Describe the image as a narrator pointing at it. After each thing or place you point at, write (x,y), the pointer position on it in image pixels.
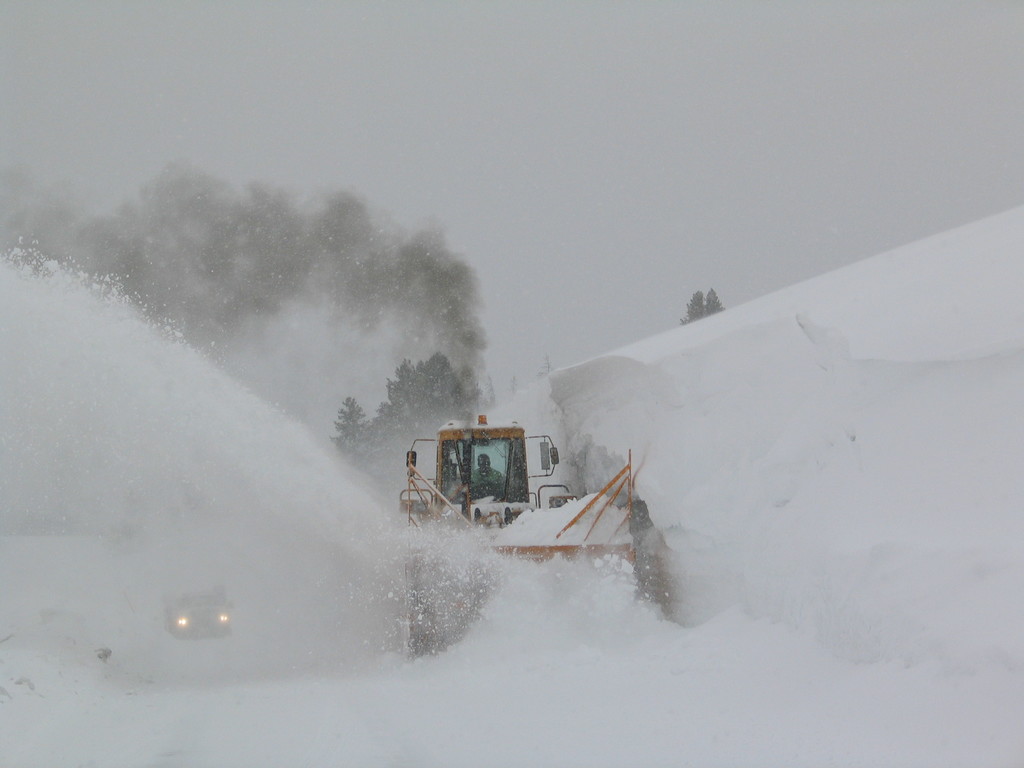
In the picture we can see a snow surface (620,627) on it, we can see a snow remover vehicle (543,551), removing the snow (641,637) just beside it, we can see a vehicle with headlights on and on the other side, we can see a snow hill (680,338) and in the background (456,381) we can see some trees (467,415) and sky (561,341).
